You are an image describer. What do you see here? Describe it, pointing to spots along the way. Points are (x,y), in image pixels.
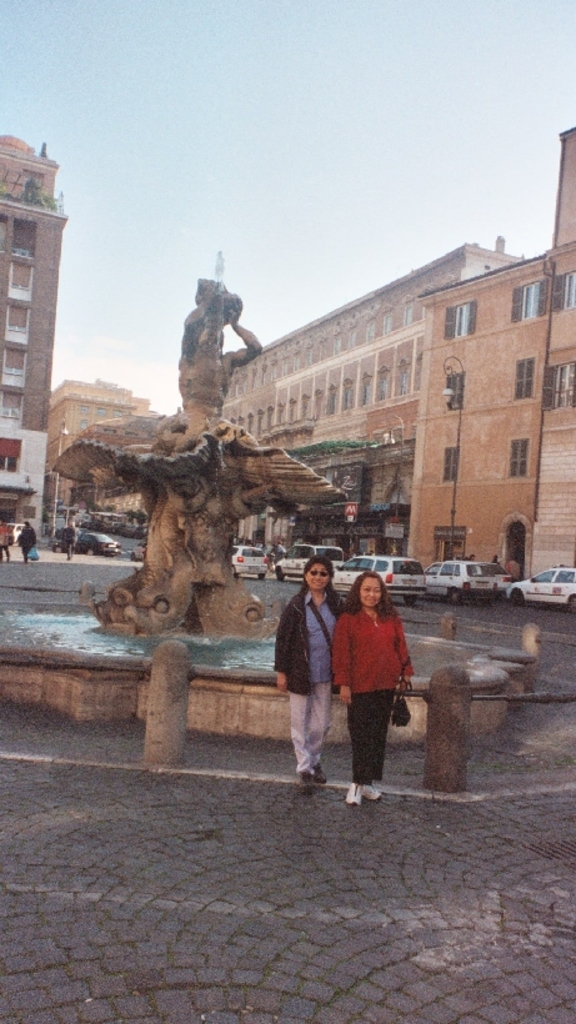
This picture might be taken from inside of the city. In this image, in the middle (347,664), we can see two women (347,664) are standing on the floor (415,937). On the right side (567,500), we can see a building (567,442), street light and few cars (455,582). On the left side (1,355), we can also see a building (1,348), a group of people (4,538) walking on the land (59,565), cars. In the middle of the image (194,490), we can also see a fountain (213,392). In the background (253,525), we can see some cars (299,562), buildings (112,412). On the top (299,216), we can see a sky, at the bottom (222,830) there is a land (264,846).
